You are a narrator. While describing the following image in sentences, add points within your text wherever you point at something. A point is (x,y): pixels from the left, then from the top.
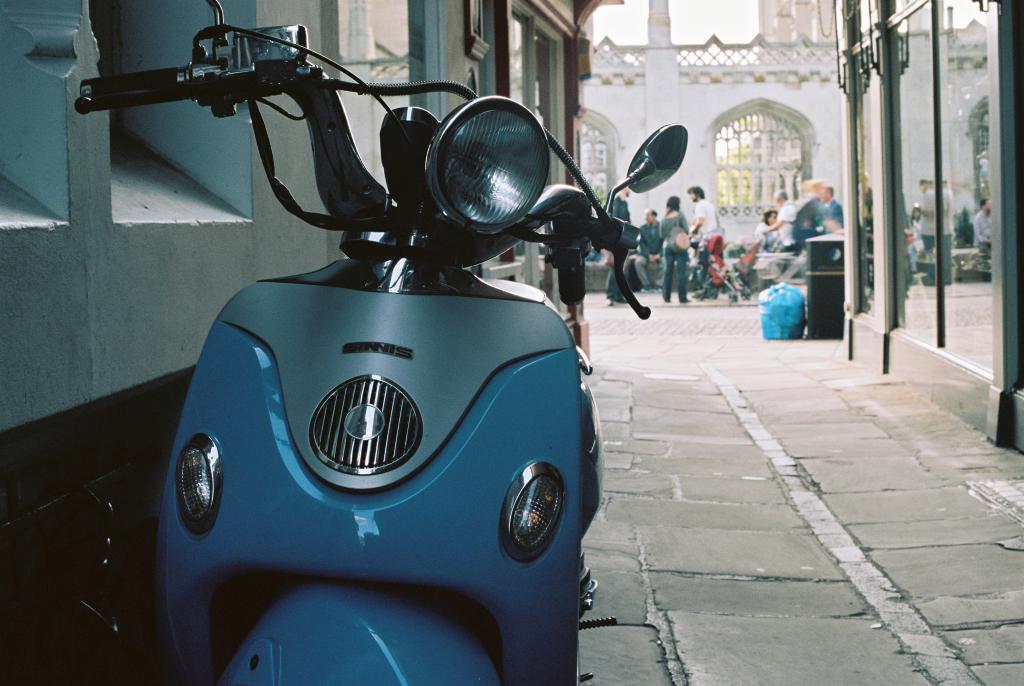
On the left side of the image (238,397) we can see the bike (238,397). In the middle of the image (669,309) we can see the floor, some persons (837,205) and a wall (686,97). On the right side of the image (893,126) we can see a glass wall (953,225), dustbin (814,288) and some persons (826,216).
